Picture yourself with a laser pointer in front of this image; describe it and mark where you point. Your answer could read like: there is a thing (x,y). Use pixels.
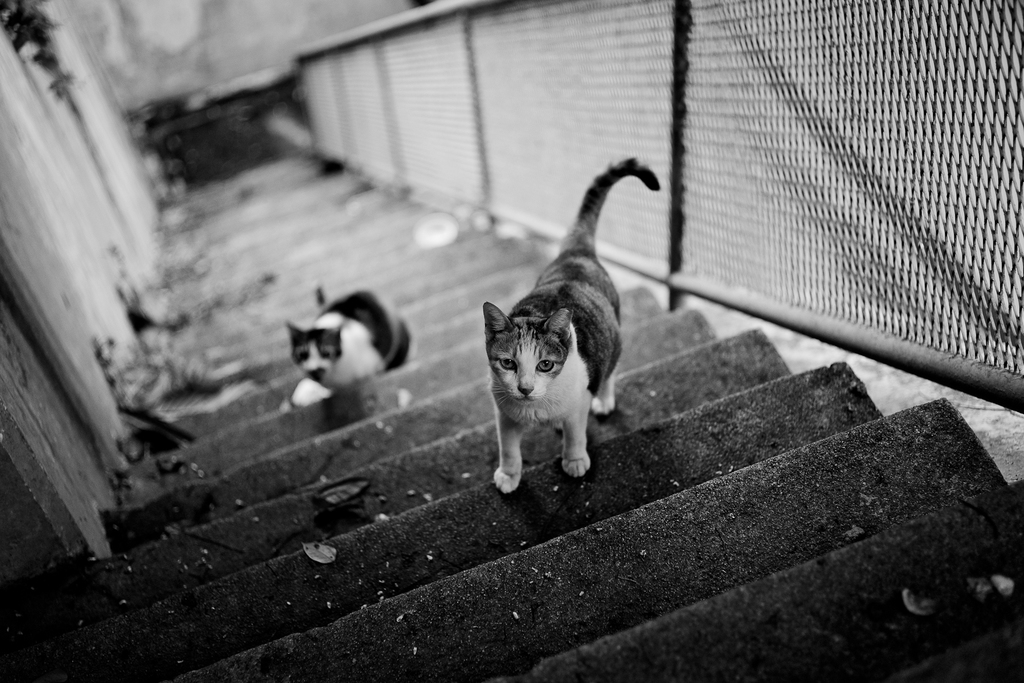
This is a black and white image. There are two cats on the steps (241,440). And beside the steps (297,313) there is a mesh railing (650,54). On the left side of the image (20,507) there is a wall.
